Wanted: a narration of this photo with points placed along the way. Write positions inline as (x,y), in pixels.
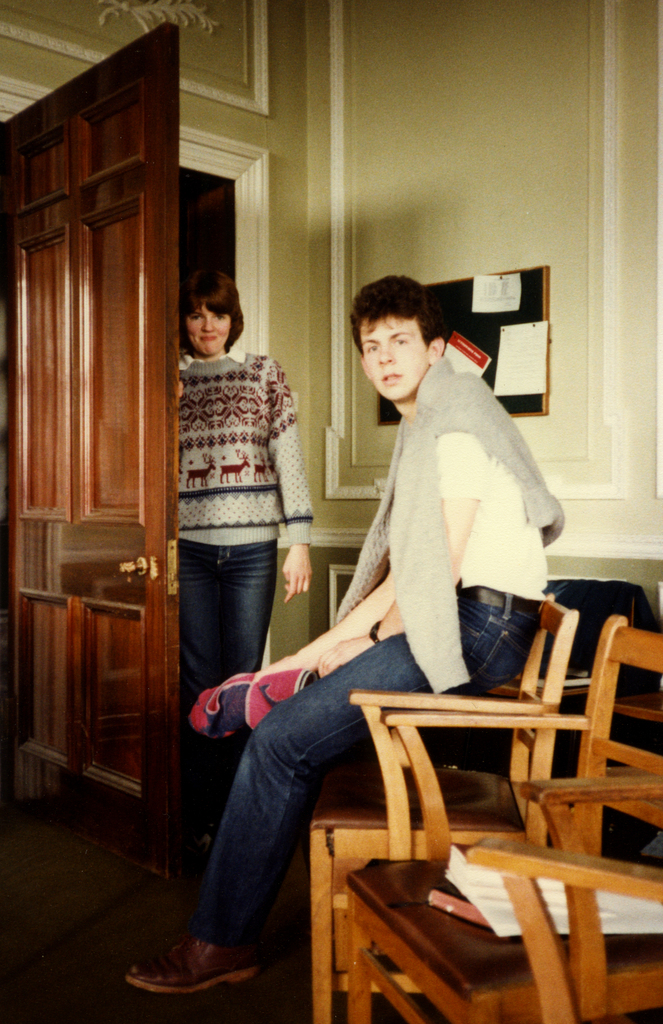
In this picture there are two persons (416,399), one woman (201,448) and a man (313,699). He is wearing a white t shirt (482,473), blue jeans (334,697), brown shoes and a grey shrug (467,403). Beside him there is a woman (199,548) holding a door (115,435), she is wearing a grey sweater (239,535) and blue jeans (210,569). In the background (588,94) there is a wall (515,233) and a board (548,275) attached to it. To the bottom right (467,951) there is a chair (534,798), on the chair (510,889) there are some papers (492,924).
